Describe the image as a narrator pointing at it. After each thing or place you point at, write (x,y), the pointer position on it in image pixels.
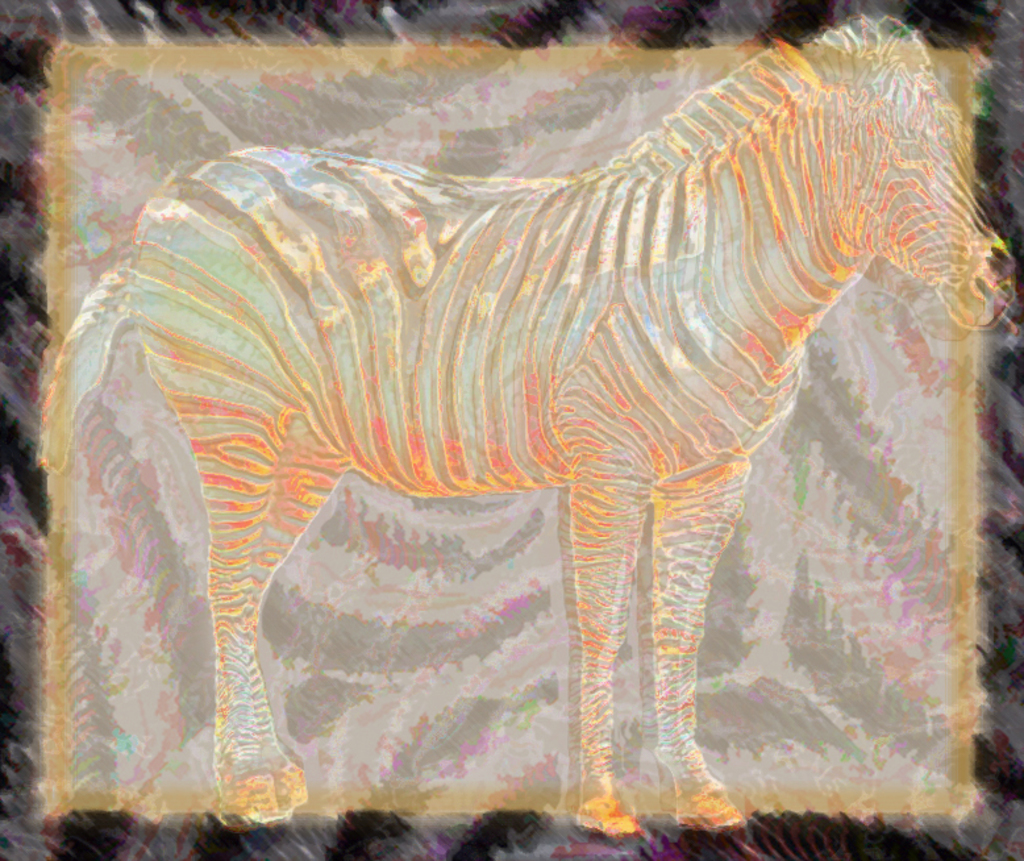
In this picture there is a zebra (443,323) which is in different colors.
